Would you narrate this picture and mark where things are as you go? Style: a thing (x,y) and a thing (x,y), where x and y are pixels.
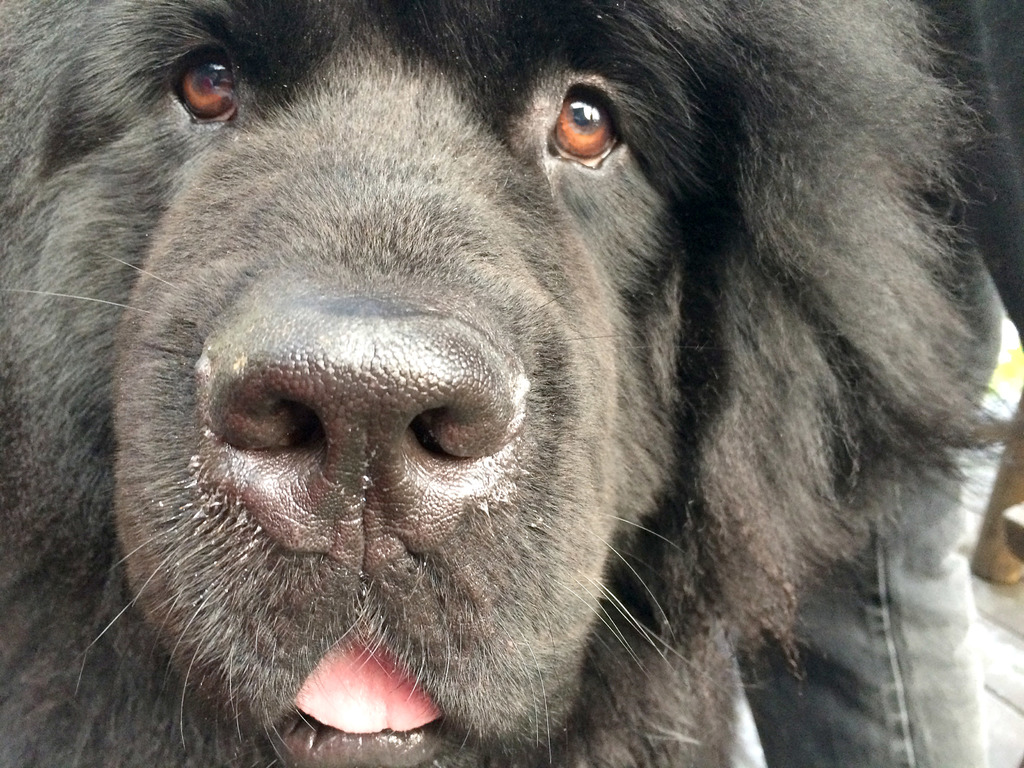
In the picture I can see a black color dog (315,370) and a person's leg (925,662). The person (936,679) is wearing jeans pant (875,670).
